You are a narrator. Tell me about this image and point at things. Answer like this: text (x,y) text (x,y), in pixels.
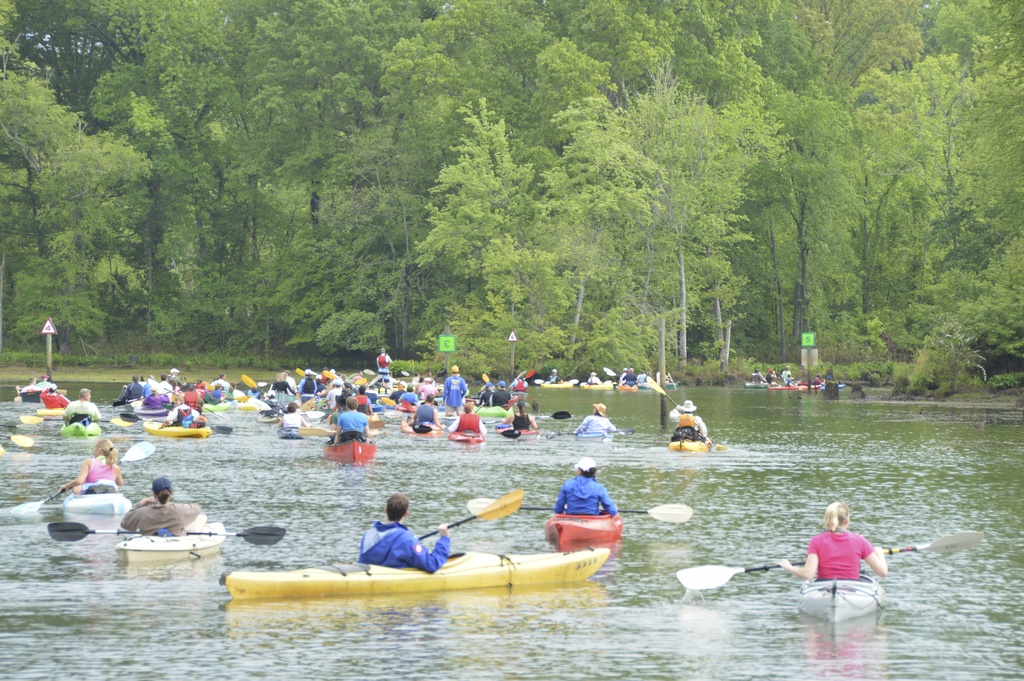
At the bottom of this image (531,612), there are persons (56,391) in the boats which are on the water (69,587). In the background (38,311), there are sign boards (50,328) attached to the wooden poles (48,342), there are trees (976,143), plants (972,331) and grass (719,372) on the ground (71,373).
